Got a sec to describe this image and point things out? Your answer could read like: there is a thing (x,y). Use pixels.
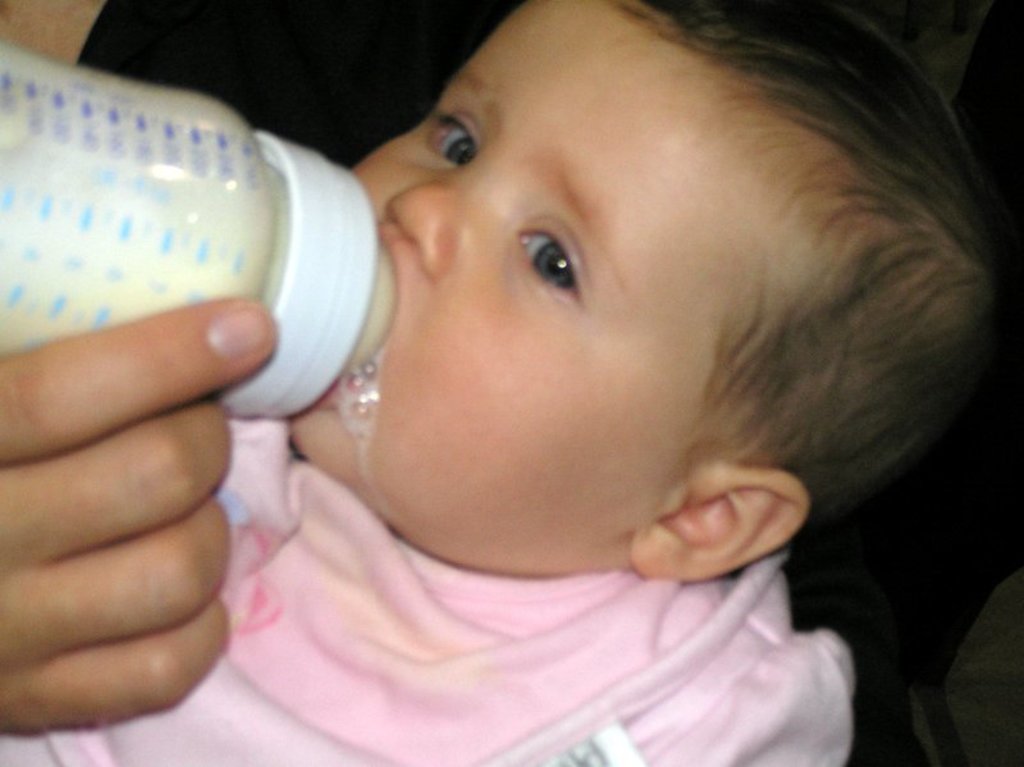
In this image I can see a child (641,699) and a milk bottle (235,134). I can also see a hand (213,547) of a person (202,426).
